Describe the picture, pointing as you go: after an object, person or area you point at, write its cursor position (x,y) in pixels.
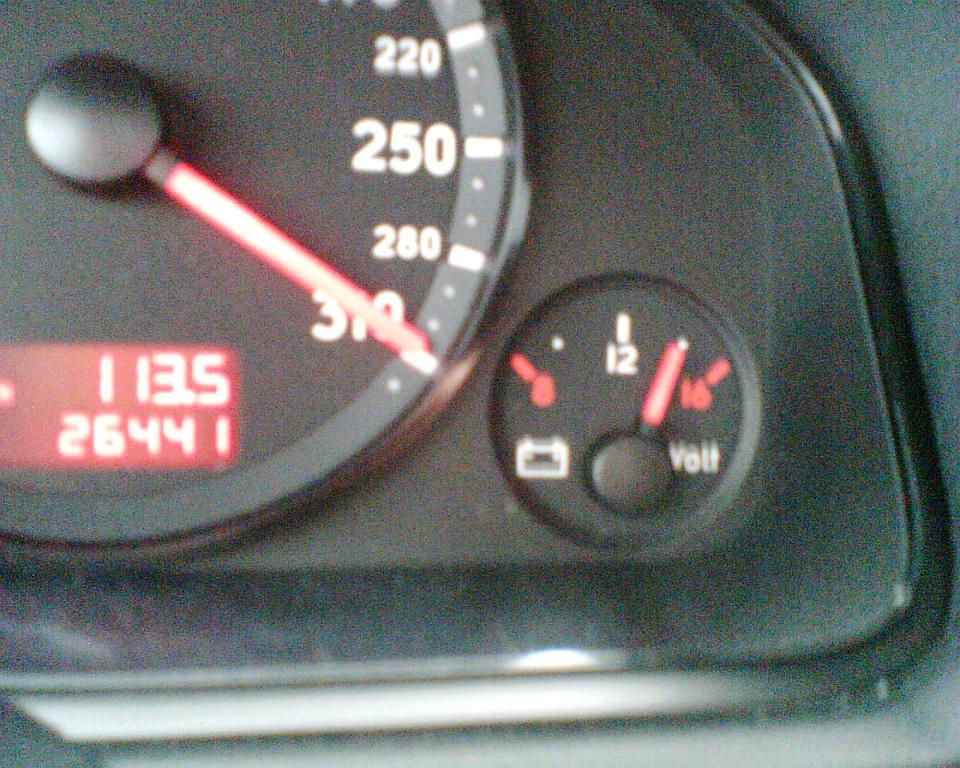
In these pictures we can see gauges (102,417). These are pointers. Background (269,291) it is in black color.
